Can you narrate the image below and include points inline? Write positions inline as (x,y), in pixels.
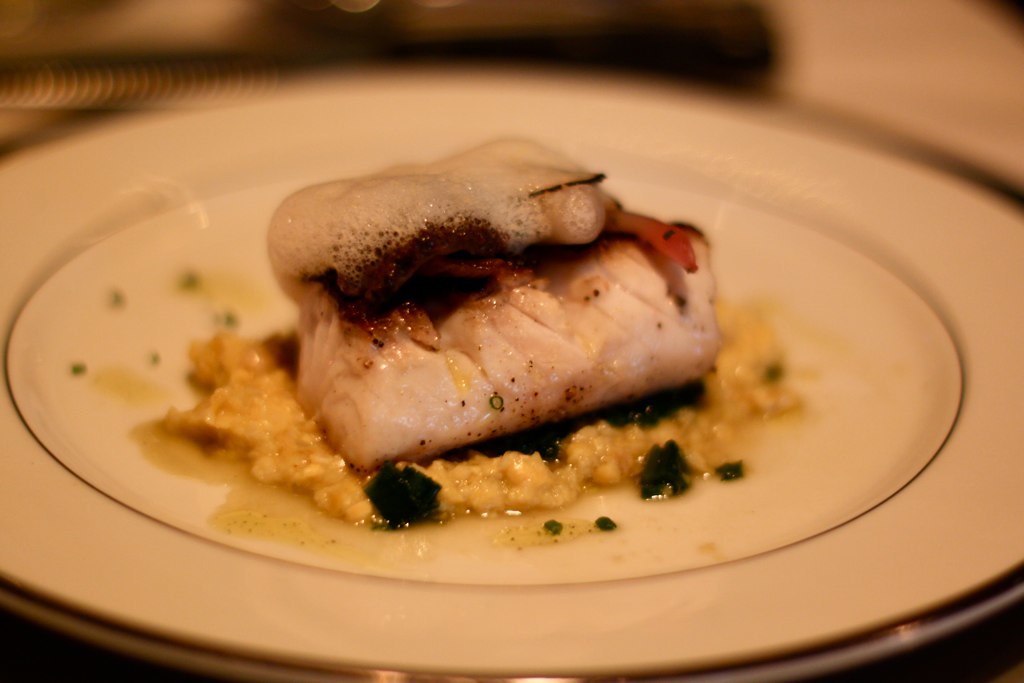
In this picture I can see a food item (434,308) on white color plate (203,149).
